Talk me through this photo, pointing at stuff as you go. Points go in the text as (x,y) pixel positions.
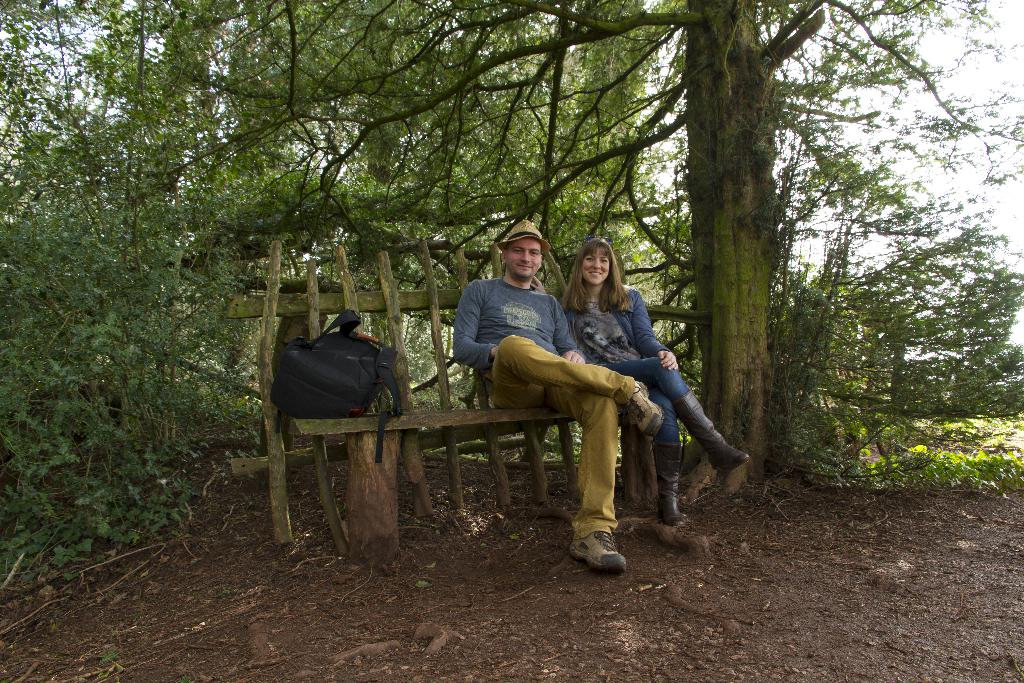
In this image we can see a man (562,321) and woman (615,358) is sitting on a bench (709,320). Beside them one black color bag (329,394) is there. Behind the trees (154,240) are present.
